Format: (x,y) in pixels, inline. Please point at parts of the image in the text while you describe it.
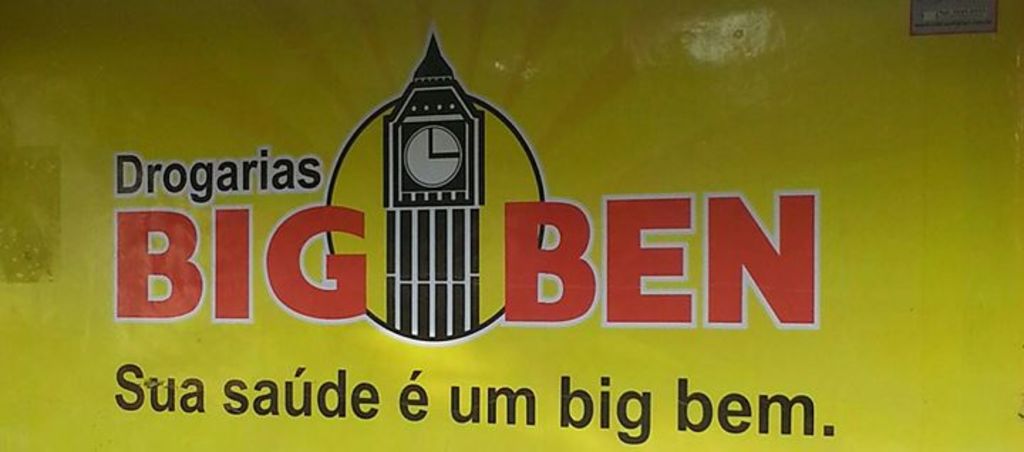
In this picture we can see some advertisement painting (362,249). In the center (472,216) we can see the clock tower (454,133). On the top right corner (916,21) we can see object (924,25).
